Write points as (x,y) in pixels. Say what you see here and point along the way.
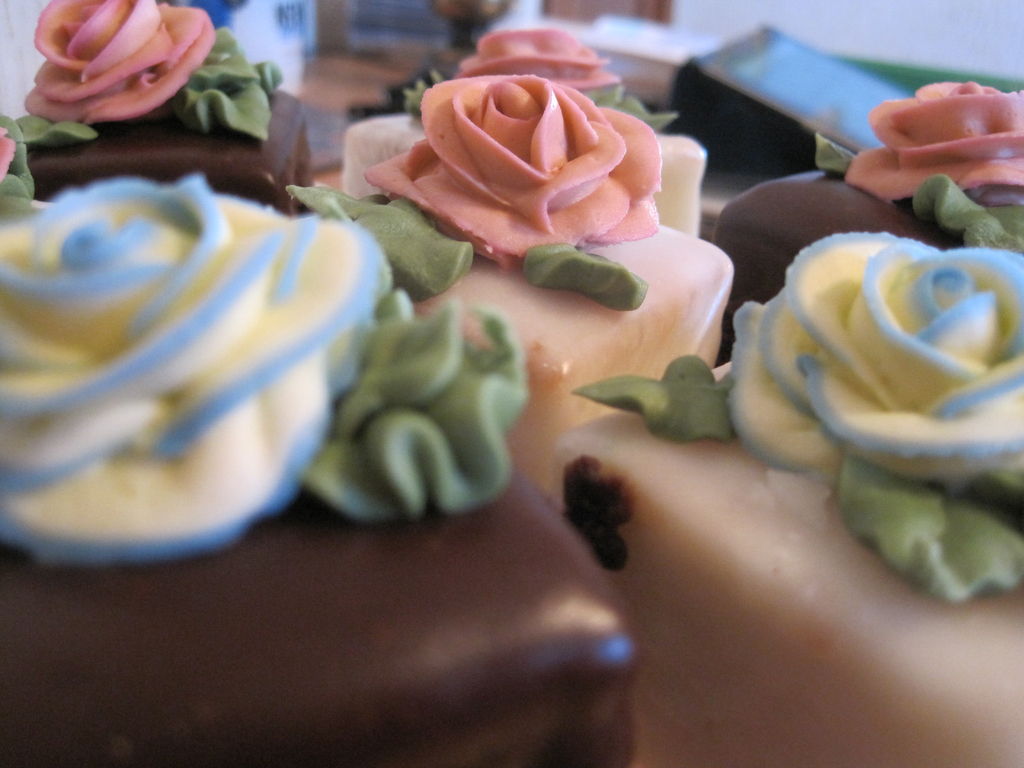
This picture contains cakes (520,319). In the background (737,58), it is blurred.
